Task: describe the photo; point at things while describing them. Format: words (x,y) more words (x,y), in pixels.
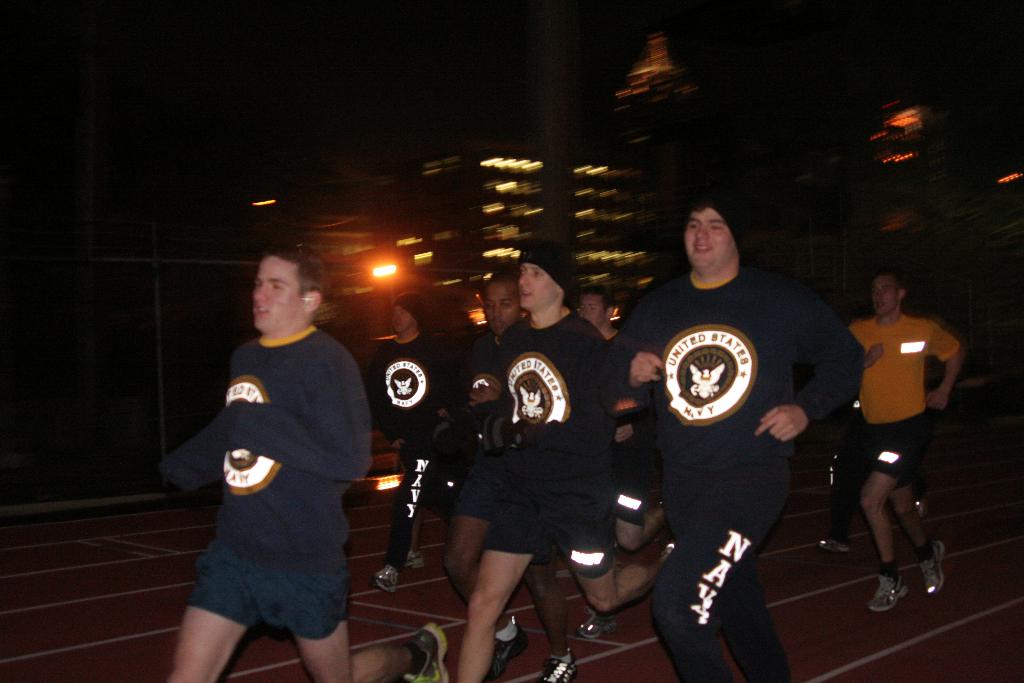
In this image, I can see a group of people (593,335) running. In the background (448,284) there are buildings (585,163) and lights (502,253).
